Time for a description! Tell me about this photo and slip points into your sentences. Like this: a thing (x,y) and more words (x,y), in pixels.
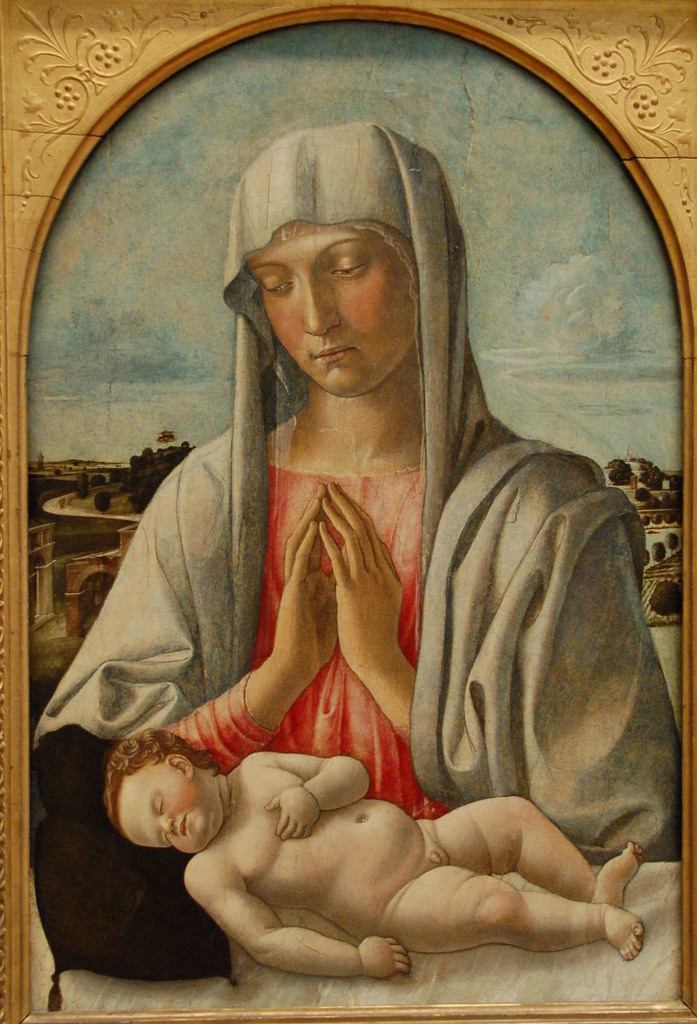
In this image there is one photo frame (637,168), in that photo frame (337,406) there is one woman (342,616) and one baby (346,834). In the background (141,462) there are some trees (132,484), buildings (76,573).
